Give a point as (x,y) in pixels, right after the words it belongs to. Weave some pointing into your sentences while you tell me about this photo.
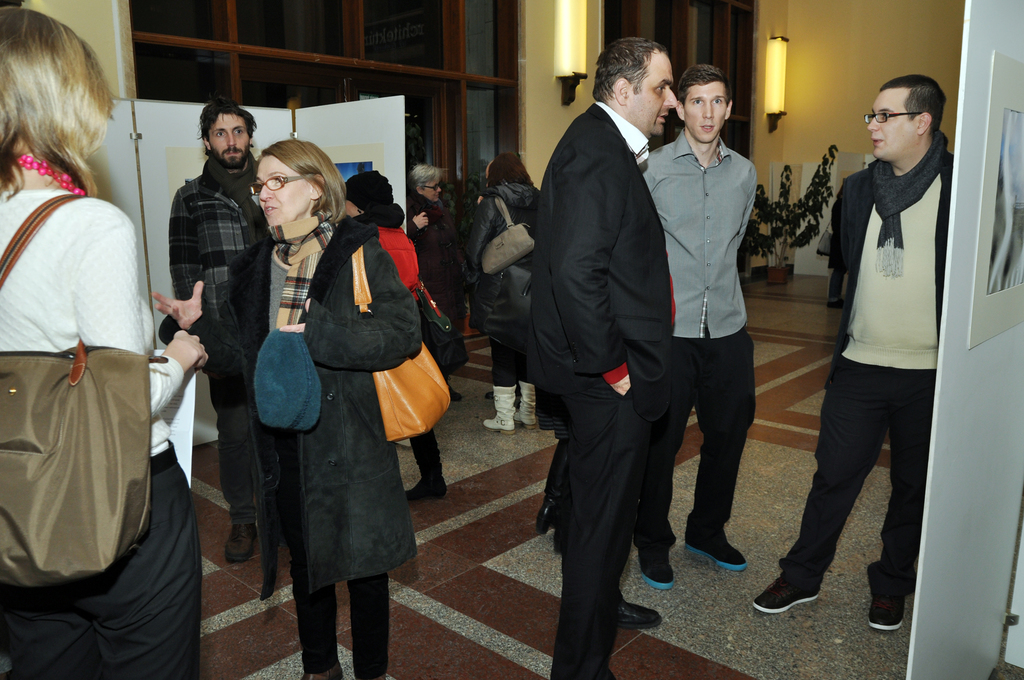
In this image there are group of people (631,316) standing, frames (1000,256) attached to the boards (1015,329), lights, plant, wall (824,11).
